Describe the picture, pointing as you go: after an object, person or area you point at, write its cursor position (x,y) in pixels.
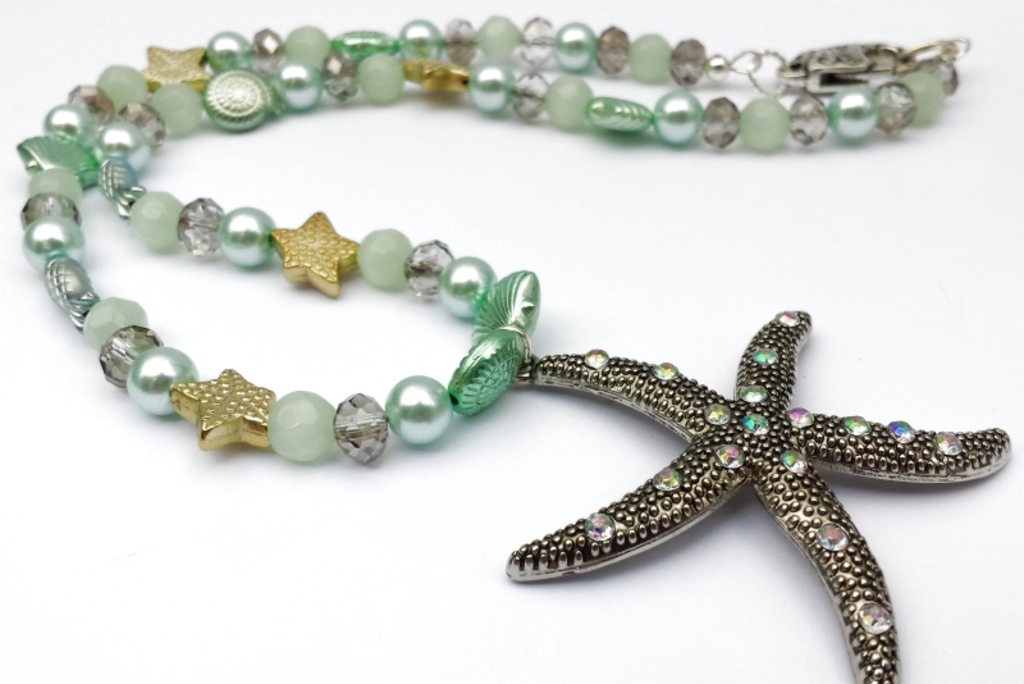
In the picture I can see necklace (339,235) which has a pendant (652,386) in the shape of a starfish.
